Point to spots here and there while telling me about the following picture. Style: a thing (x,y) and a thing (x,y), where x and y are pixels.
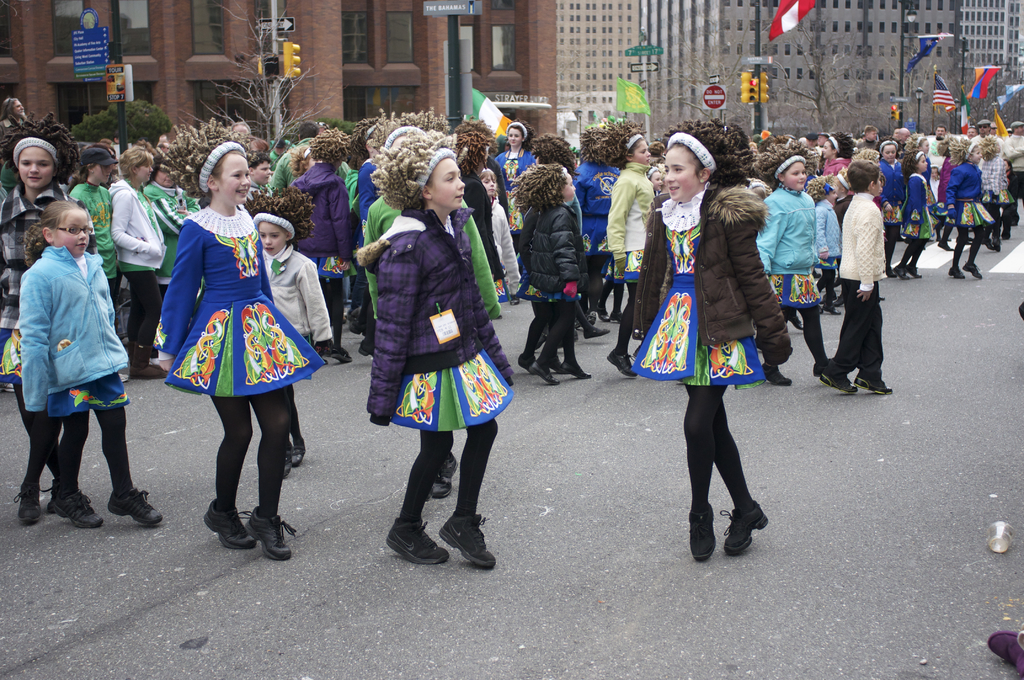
In this picture there is a group of girls (424,246) wearing dress (681,272) with jackets (726,268) and sweaters (323,330) dancing on the road (557,433). Behind there is a red color building (429,35) and yellow color signal pole (290,74). In the background (816,9) we can see some buildings (865,39) and flags (790,23) on the electric pole (903,28).
